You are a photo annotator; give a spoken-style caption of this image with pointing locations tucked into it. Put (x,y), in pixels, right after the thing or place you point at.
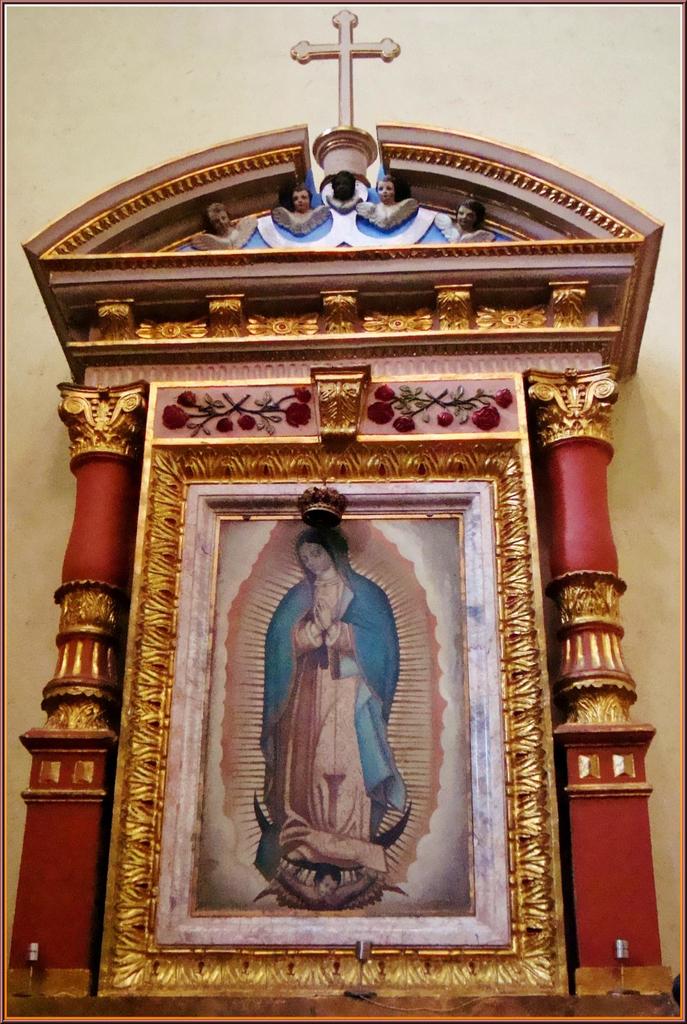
In this picture I can see a photo frame (402,641) and few wood carvings (198,464) on the wall (129,22).
